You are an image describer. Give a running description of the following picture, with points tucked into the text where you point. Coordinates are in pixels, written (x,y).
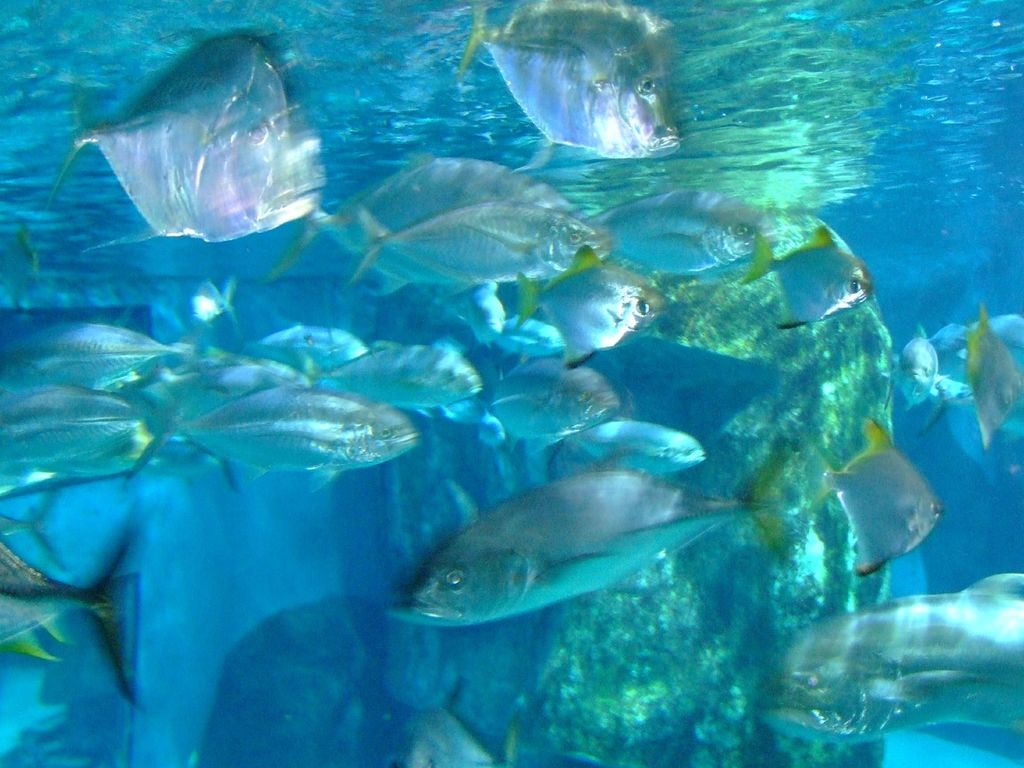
In this image, we can see fishes (466,532) in the water (274,310).
